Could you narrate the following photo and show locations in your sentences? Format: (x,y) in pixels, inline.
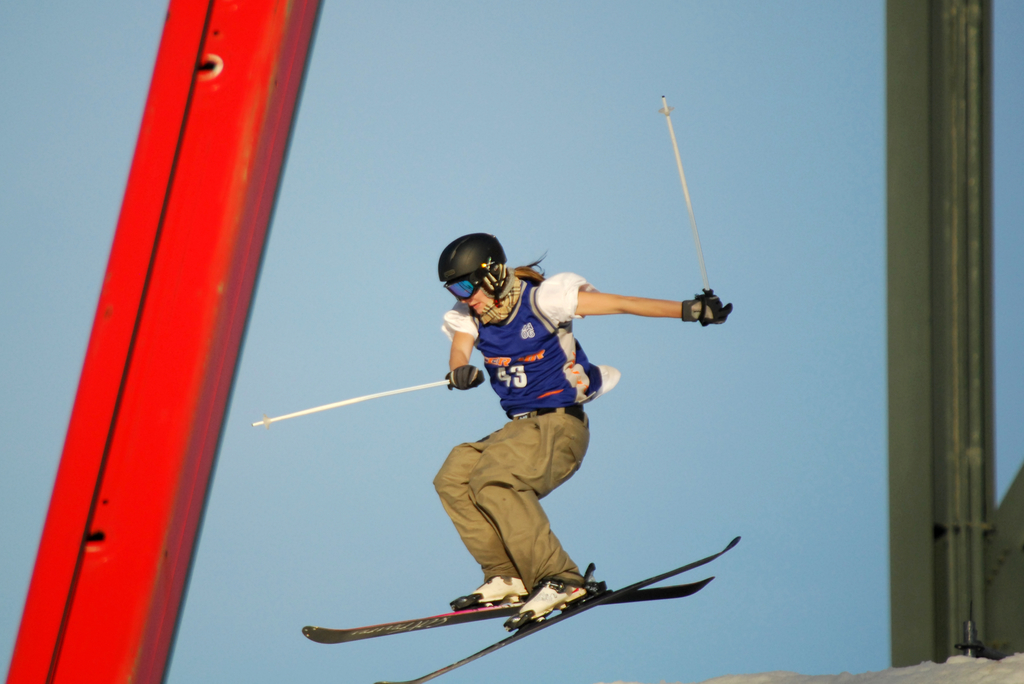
In this image, we can see a person (594,385) wearing ski boards (569,607) and holding sticks (703,267) with her hands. There is a metal pole (168,342) on the left (151,367) and on the right side of the image (950,303).
